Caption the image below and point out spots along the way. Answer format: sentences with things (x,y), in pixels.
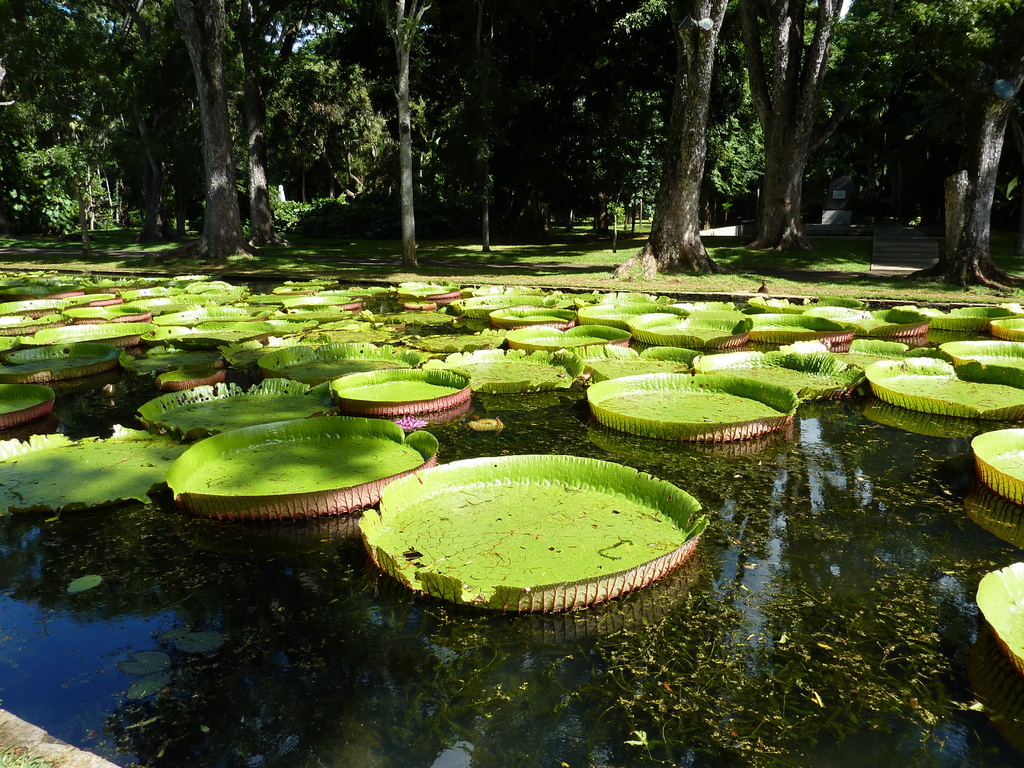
In this image I can see green color objects (491,477) on the water (638,456). In the background (527,110) I can see trees (598,110) and the grass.
